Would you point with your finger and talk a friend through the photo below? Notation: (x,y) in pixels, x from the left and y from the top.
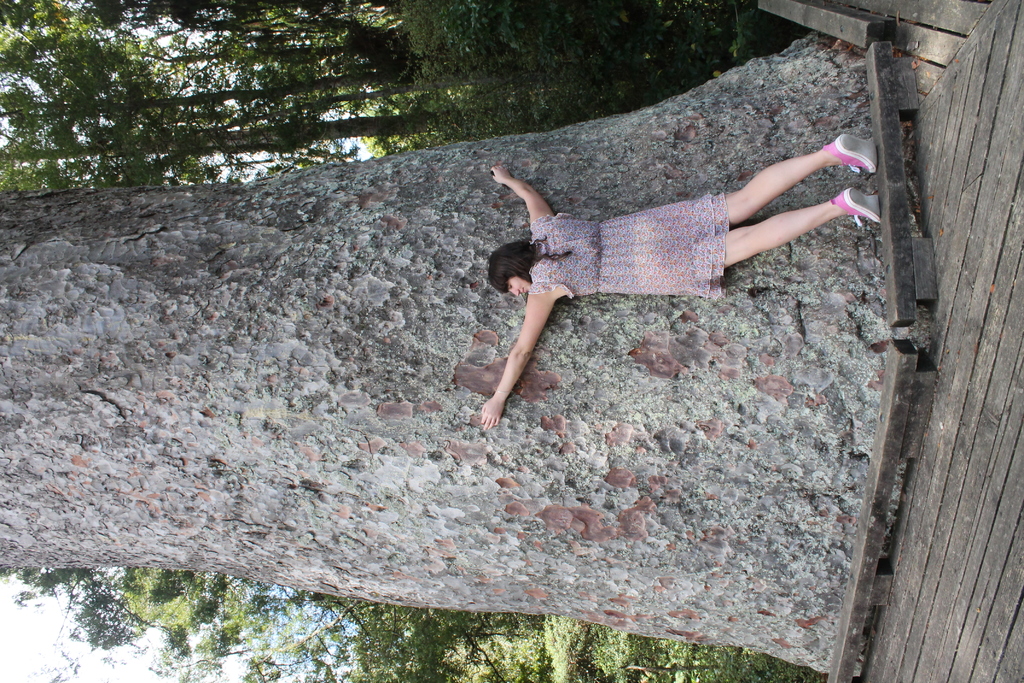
In this picture there is a lady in the image, she is hugging a big tree trunk (426,257) and there are trees (484,20) in the background area of the image (135,605).
